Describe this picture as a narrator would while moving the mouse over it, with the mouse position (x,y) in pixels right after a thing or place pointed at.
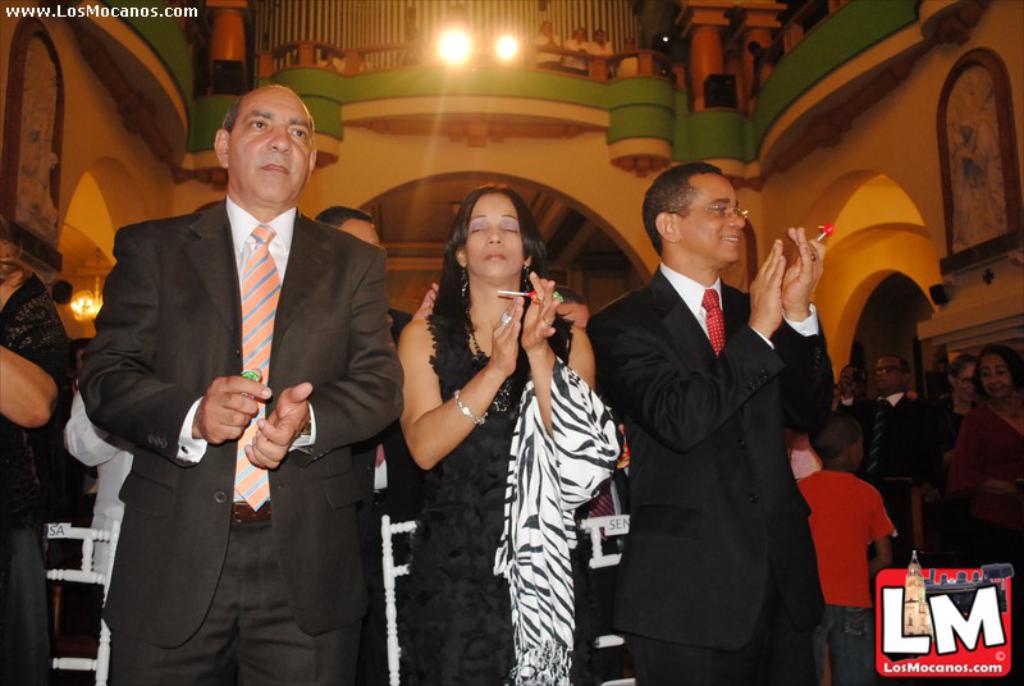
In this image there are a group of people (297,120) holding objects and clapping hands (802,237), in the background (919,258) there are paintings (971,180) on the walls (97,171) and a few people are standing behind the balcony (586,64).
